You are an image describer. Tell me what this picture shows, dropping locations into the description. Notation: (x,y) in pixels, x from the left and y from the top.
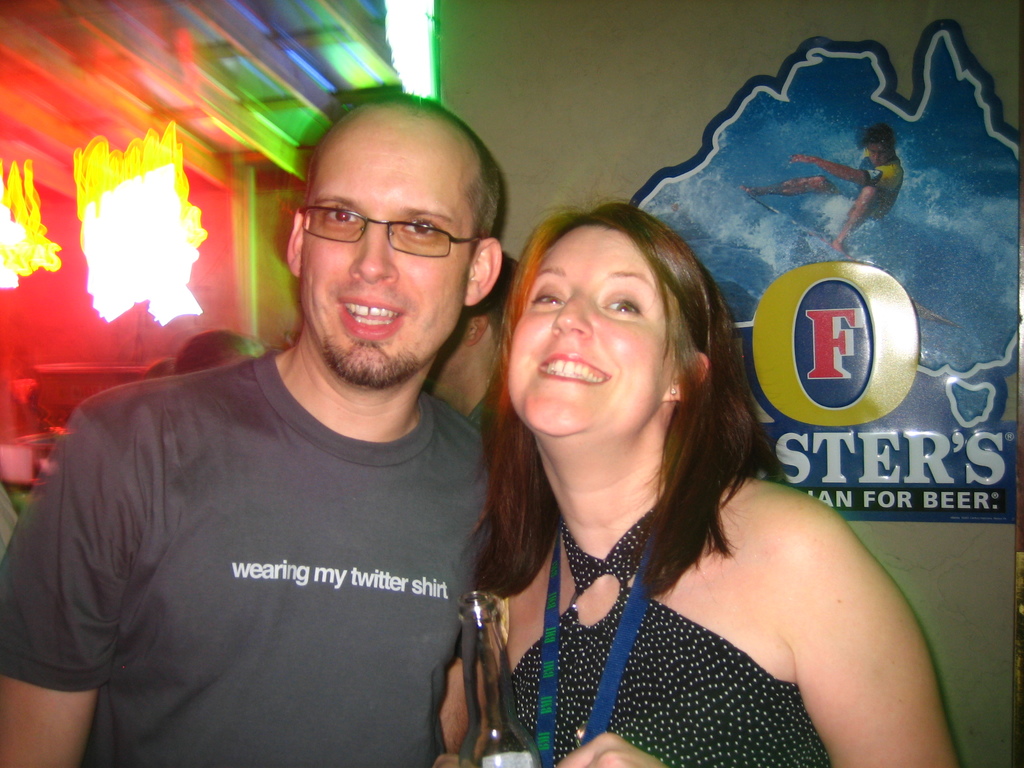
This picture shows a man (366,752) and a woman (722,444) standing with a smile (598,381) on their faces (544,381). we see a bottle (498,656) in the woman's hand (609,763) and we see few people (235,355) standing on the back (464,347) and we see a poster (758,361) on the wall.
